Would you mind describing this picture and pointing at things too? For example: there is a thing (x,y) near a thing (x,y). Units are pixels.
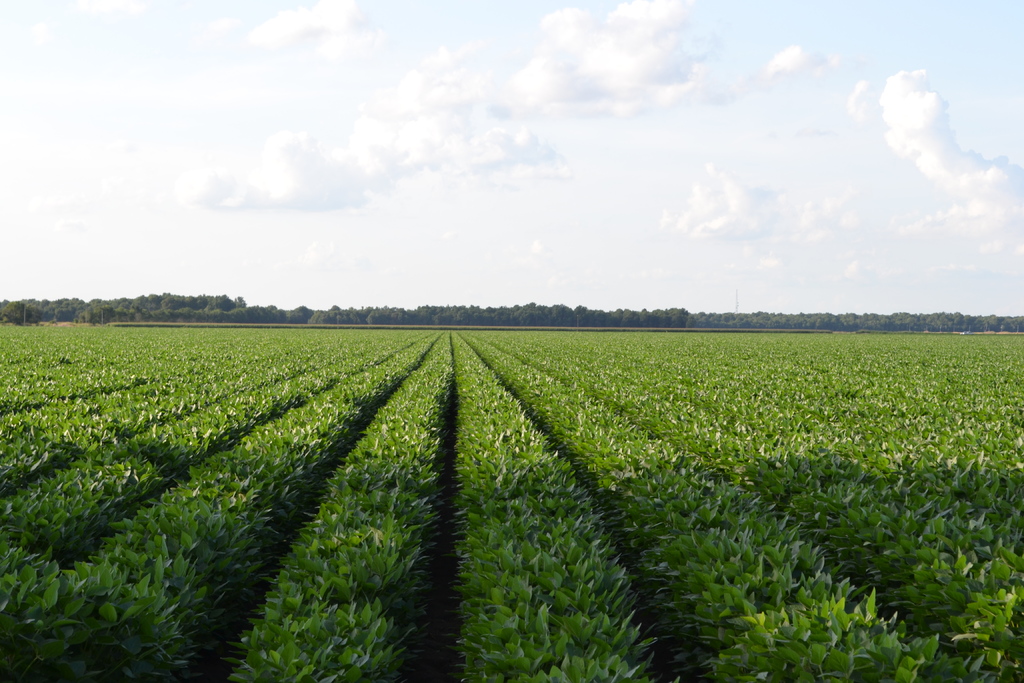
In this image we can see some farmlands (482,484) and in the background of the image (913,283) there are some trees (39,305) and sunny sky (432,137).
